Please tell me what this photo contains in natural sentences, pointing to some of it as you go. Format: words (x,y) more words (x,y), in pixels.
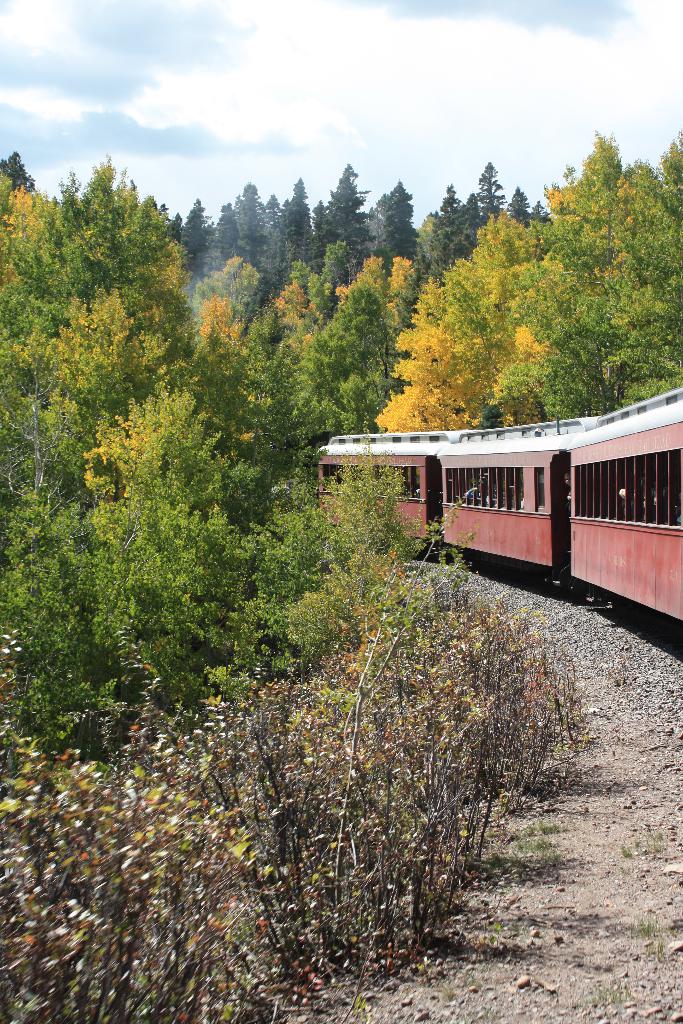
On the right side of the image (500,497) we can see a train (437,436). In the background of the image (500,244) we can see the trees (484,329). At the bottom of the image (500,871) we can see some plants (491,777) and stones (625,699), ground (509,959). At the top of the image (400,72) we can see the clouds (419,88) are present in the sky (192,140).
